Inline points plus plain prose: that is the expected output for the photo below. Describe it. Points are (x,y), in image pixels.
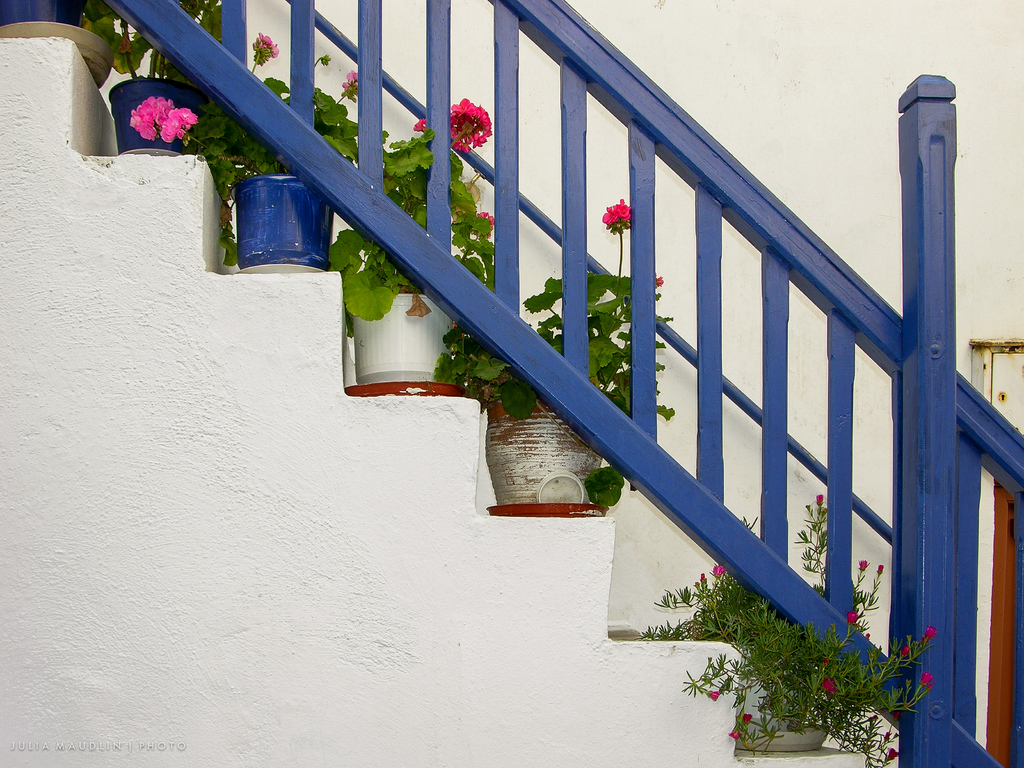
This image is taken outdoors. In the background (883,99) there is a wall (882,61). In the middle of the image (668,338) there is a railing (840,495) and there are a few stairs (481,637). There are a few pots (580,475) with plants (244,168) on the stairs (595,519).
